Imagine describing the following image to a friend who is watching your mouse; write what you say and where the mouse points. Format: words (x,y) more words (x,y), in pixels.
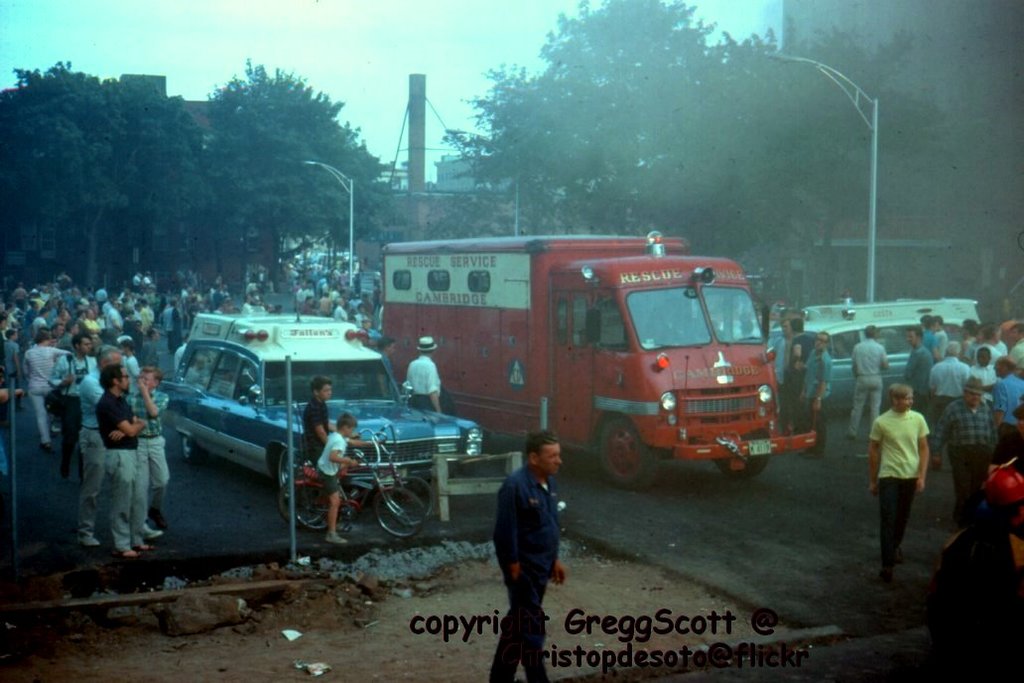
In this image we can see a group of people (135,479) standing on the road (722,542). We can also see some vehicles (610,447) and two persons (306,446) riding bicycles (380,500). On the backside (362,190) we can see some street lights (870,213), trees (638,150), pole (413,164) and the sky (377,37) which looks cloudy. On the bottom of the image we can see some text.
